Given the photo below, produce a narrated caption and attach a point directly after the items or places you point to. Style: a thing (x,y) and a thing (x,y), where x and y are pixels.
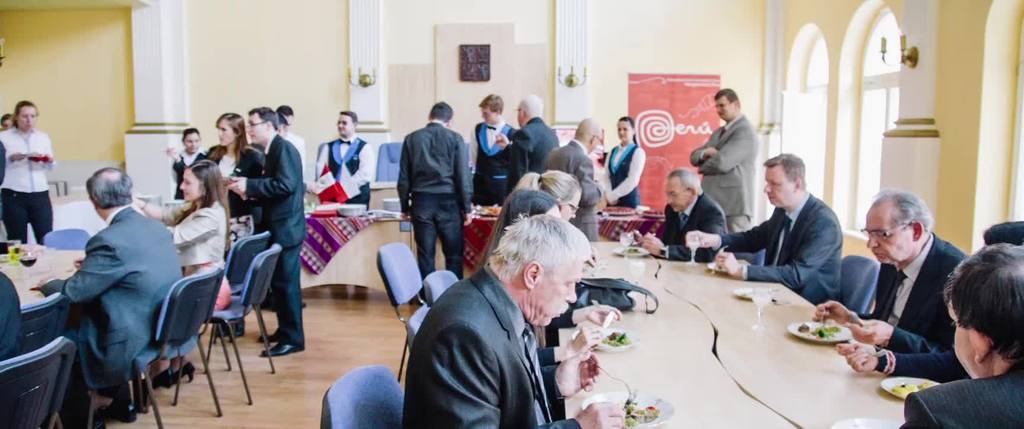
In the image we can see there are lot of people (503,416) who are sitting on the chair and the other people (282,237) are standing and on the table (686,403) there are plate (600,398) in which there are food item (649,420) and a wine glass (760,291).
